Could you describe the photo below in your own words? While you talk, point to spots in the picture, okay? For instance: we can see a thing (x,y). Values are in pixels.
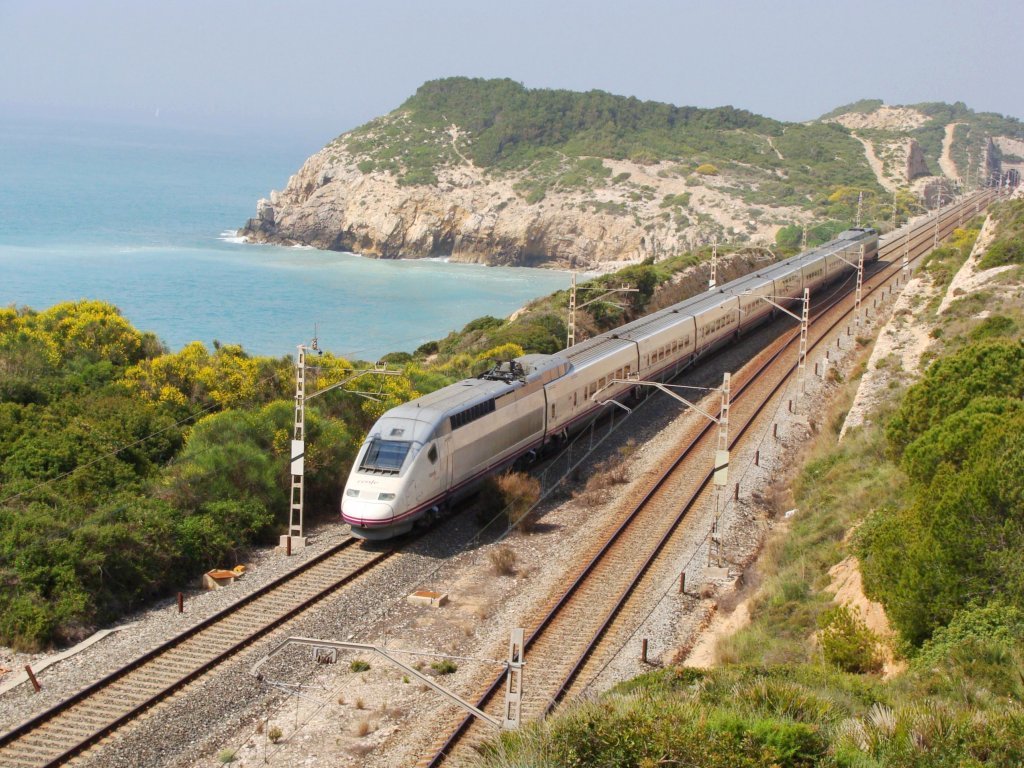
In this image I can see a train (691,326) which is white and grey in color is on the railway track (383,543) and I can see another railway track (685,497) beside it. I can see few poles (482,711), few wires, few trees (80,537) on both sides of the tracks (746,408) and in the background (202,289) I can see the water (368,326), a mountain (545,188) and the sky (381,61).
